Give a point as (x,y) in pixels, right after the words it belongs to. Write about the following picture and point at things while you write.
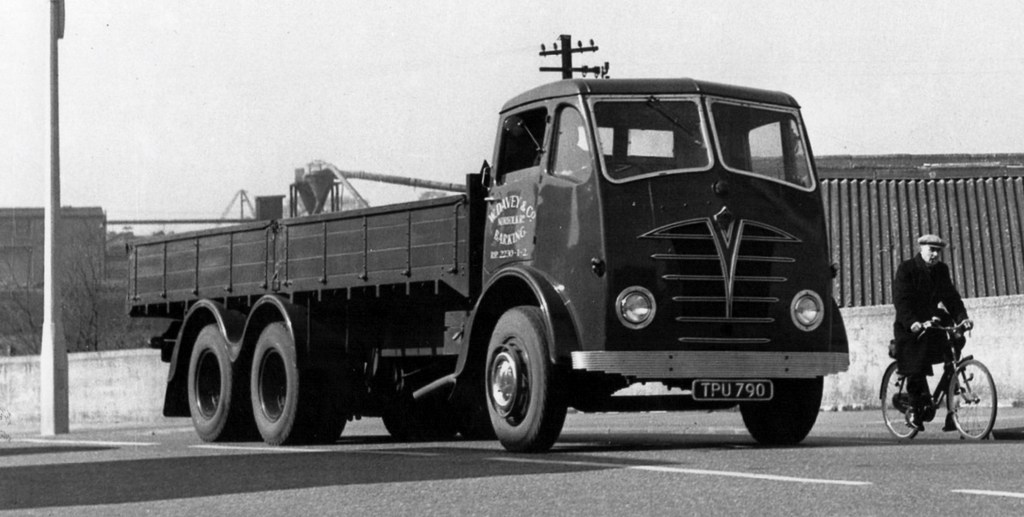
In the image we can see there is a man (924,307) who is sitting on bicycle (953,394) and beside him there is a lorry (373,354) which is parked on the road (265,475) and the image is in black and white colour.
